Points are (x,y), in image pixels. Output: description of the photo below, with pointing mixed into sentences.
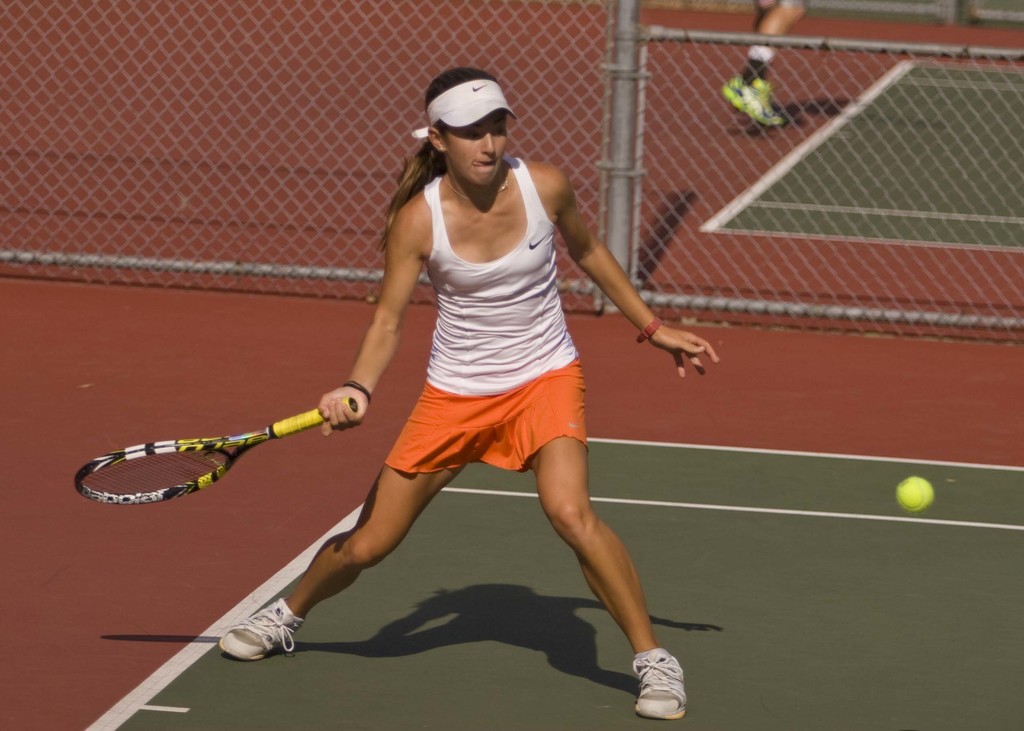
In this image there is a woman (478,294) holding a tennis bat (241,440), in front of her there is a ball (925,504) in the air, behind her there is a fence (683,110), behind the fence (692,34) we can see the legs (763,6) of another person (730,96).
